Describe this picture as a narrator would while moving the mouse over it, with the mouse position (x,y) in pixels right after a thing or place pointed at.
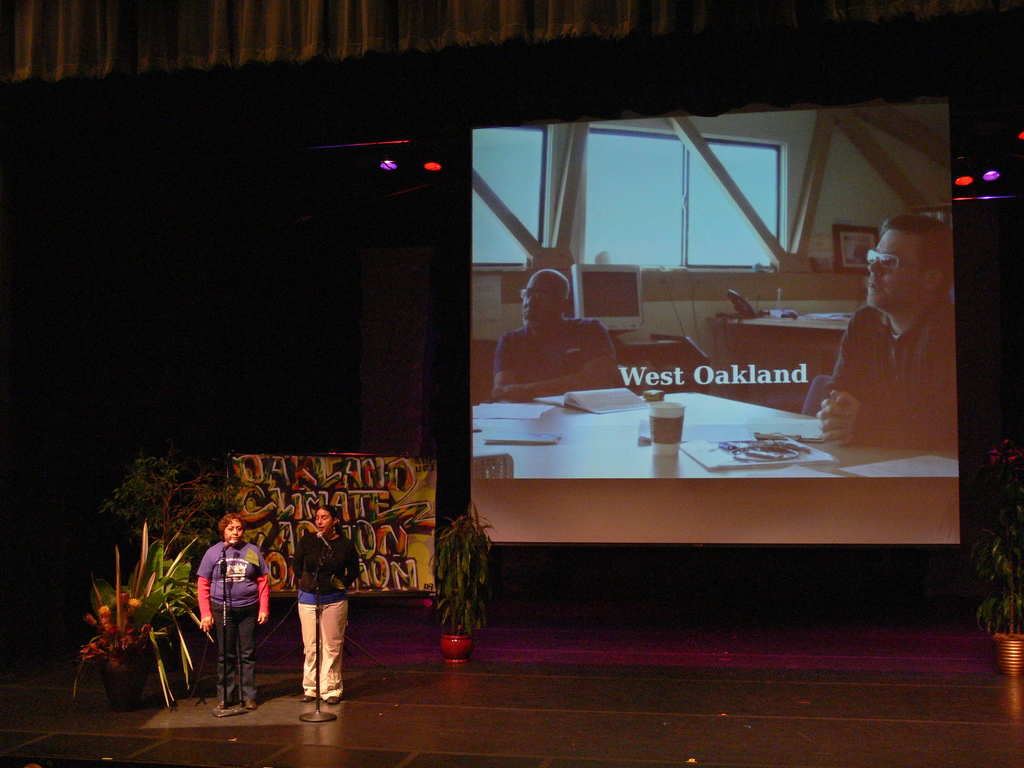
This image consists of two persons (346,627) standing in front of mic stands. Behind them, there are plants (452,555) and a board (400,505). On the right (854,463), we can see a screen (714,449). At the bottom (614,699), there is a dais (482,700). At the top (302,35), there is a curtain (201,48).
